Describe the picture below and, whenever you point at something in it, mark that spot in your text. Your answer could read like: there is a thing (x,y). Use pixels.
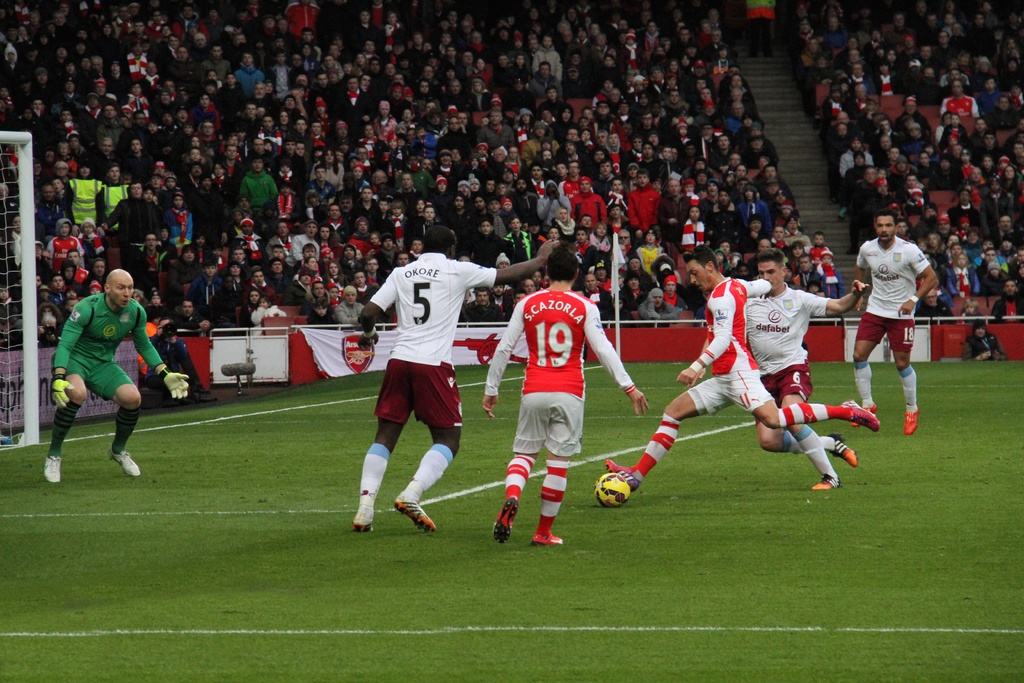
In this image, I can see a group of people (874,305) playing the football game. In the background (165,251), there are groups of people (440,136) sitting and few people (142,243) standing. This picture was taken in a football stadium (813,557).
